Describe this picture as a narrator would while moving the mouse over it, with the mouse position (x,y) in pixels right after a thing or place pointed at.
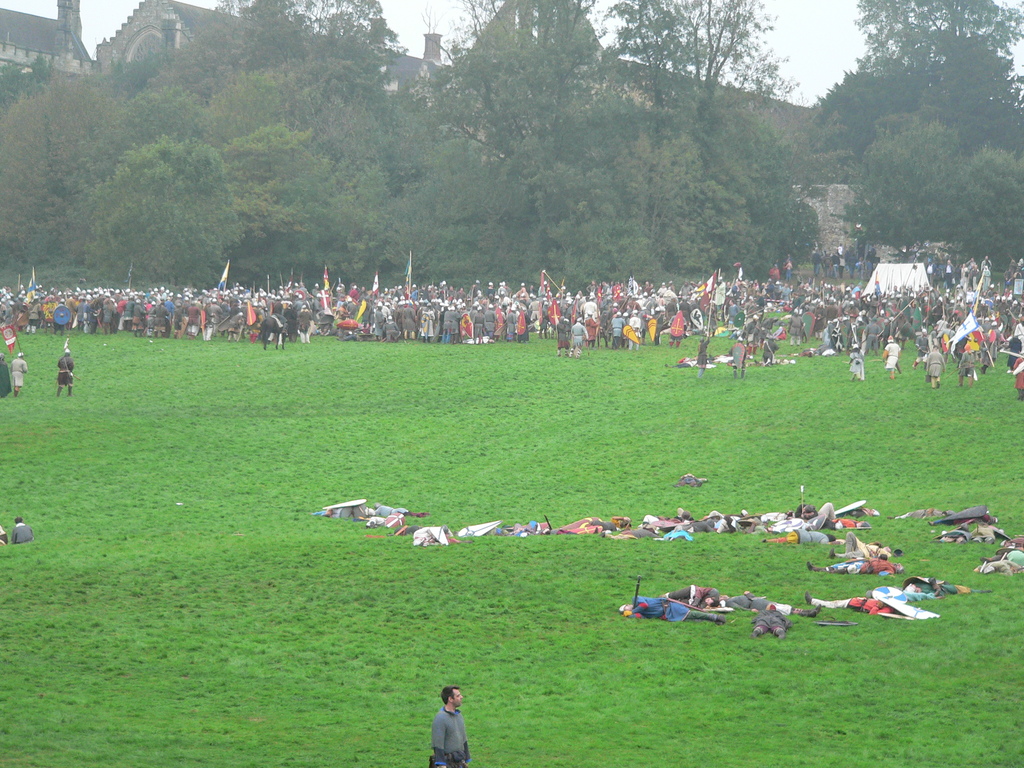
In this picture I can see there are a few people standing and there are a few more people (323,333) standing in the backdrop (441,336). There are few trees (256,57), a building (73,45) and the sky (777,43) is grey.
